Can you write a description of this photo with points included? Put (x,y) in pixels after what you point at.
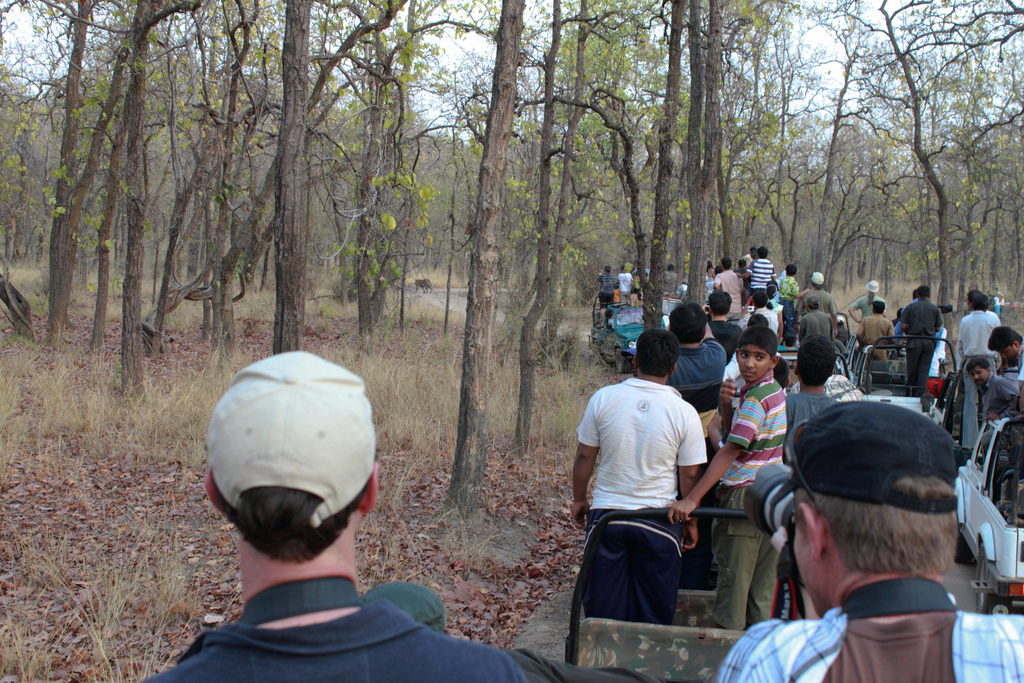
This picture is clicked outside. On the right (753,375) we can see the group of persons (742,434) and we can see the group of vehicles (647,635) stopped on the road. On the left (193,364) we can see the dry leaves (195,350) lying on the ground (430,295) and we can see the dry grass (460,328), trees (512,171), sky (565,2) and there is an animal (432,283) in the background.
